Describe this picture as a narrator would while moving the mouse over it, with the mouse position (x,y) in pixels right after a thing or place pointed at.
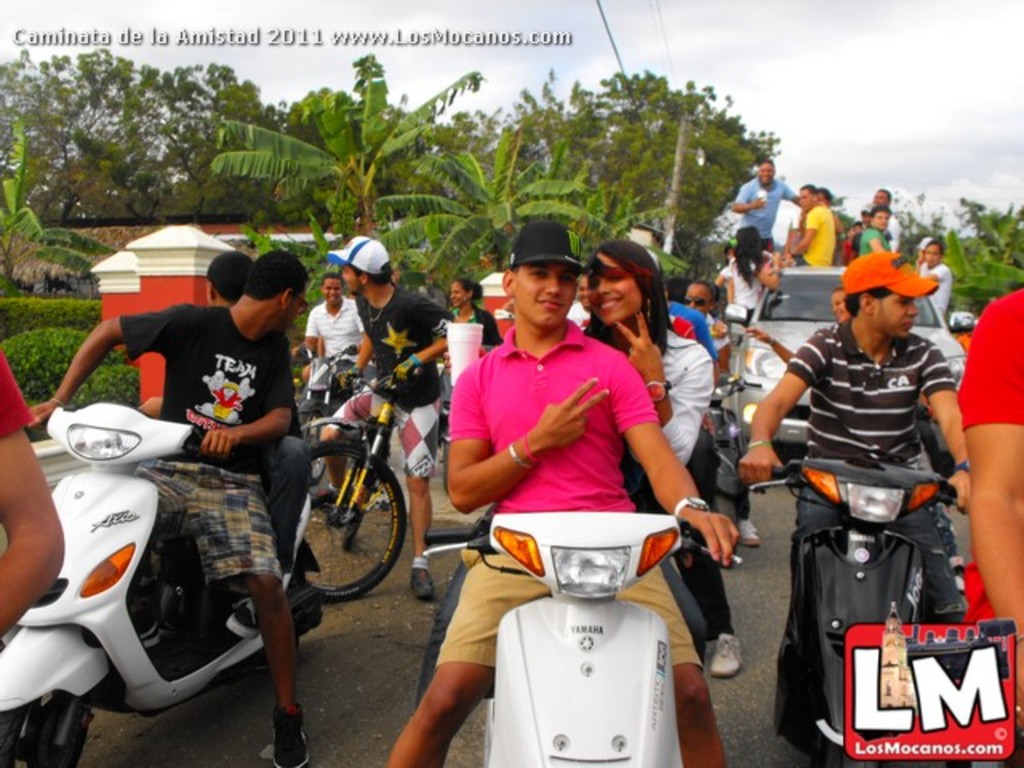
This picture shows a few people (227,266) riding motorcycles (129,572) and a couple of bicycles (353,590) and we see a car (758,379) with people (941,279) on it and few trees (983,274) around.
